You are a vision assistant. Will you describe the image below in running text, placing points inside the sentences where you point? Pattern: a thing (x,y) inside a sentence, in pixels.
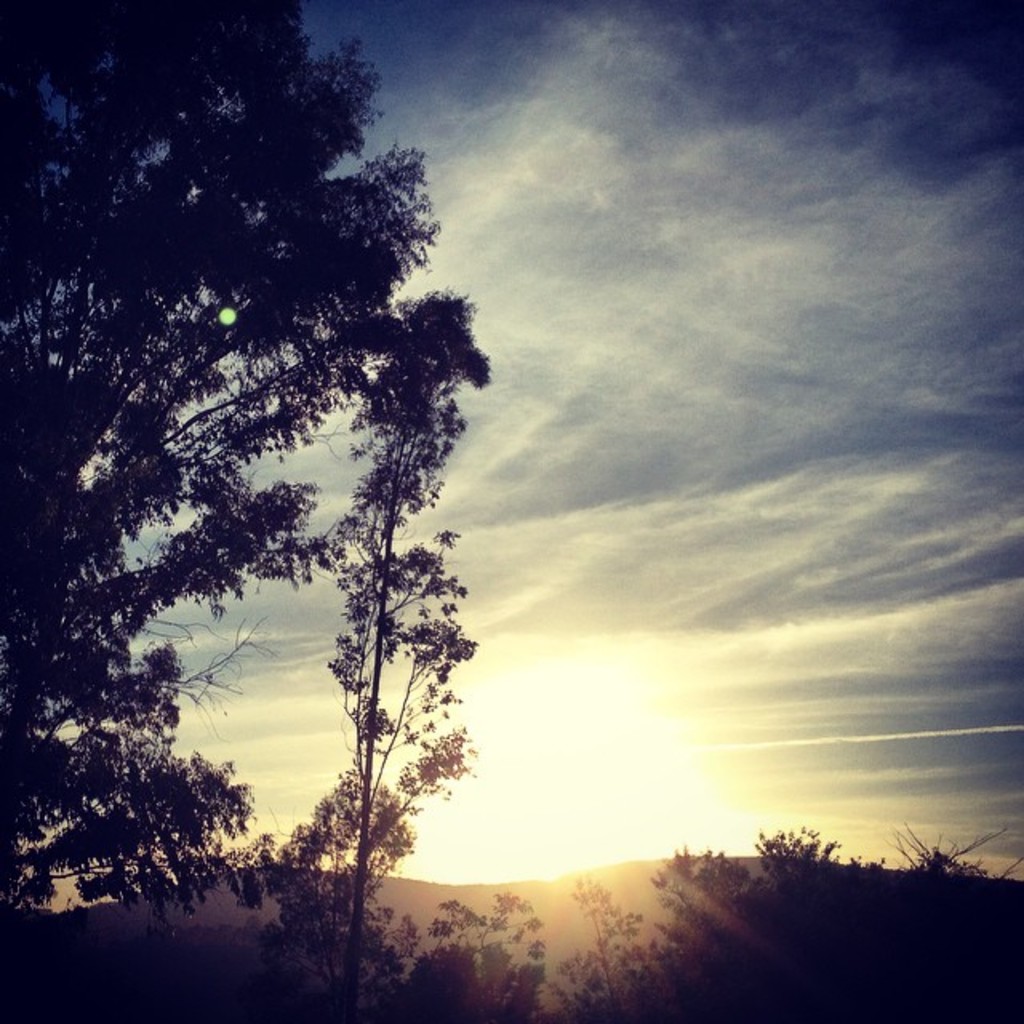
In this image in the foreground (49,945) there are some trees (205,862), at the bottom (576,971) also there are trees (513,961). In the background (702,872) there are trees (663,884), at the top of the image (657,241) there is sky (761,700) and in the center (604,649) there is sun (530,785).
